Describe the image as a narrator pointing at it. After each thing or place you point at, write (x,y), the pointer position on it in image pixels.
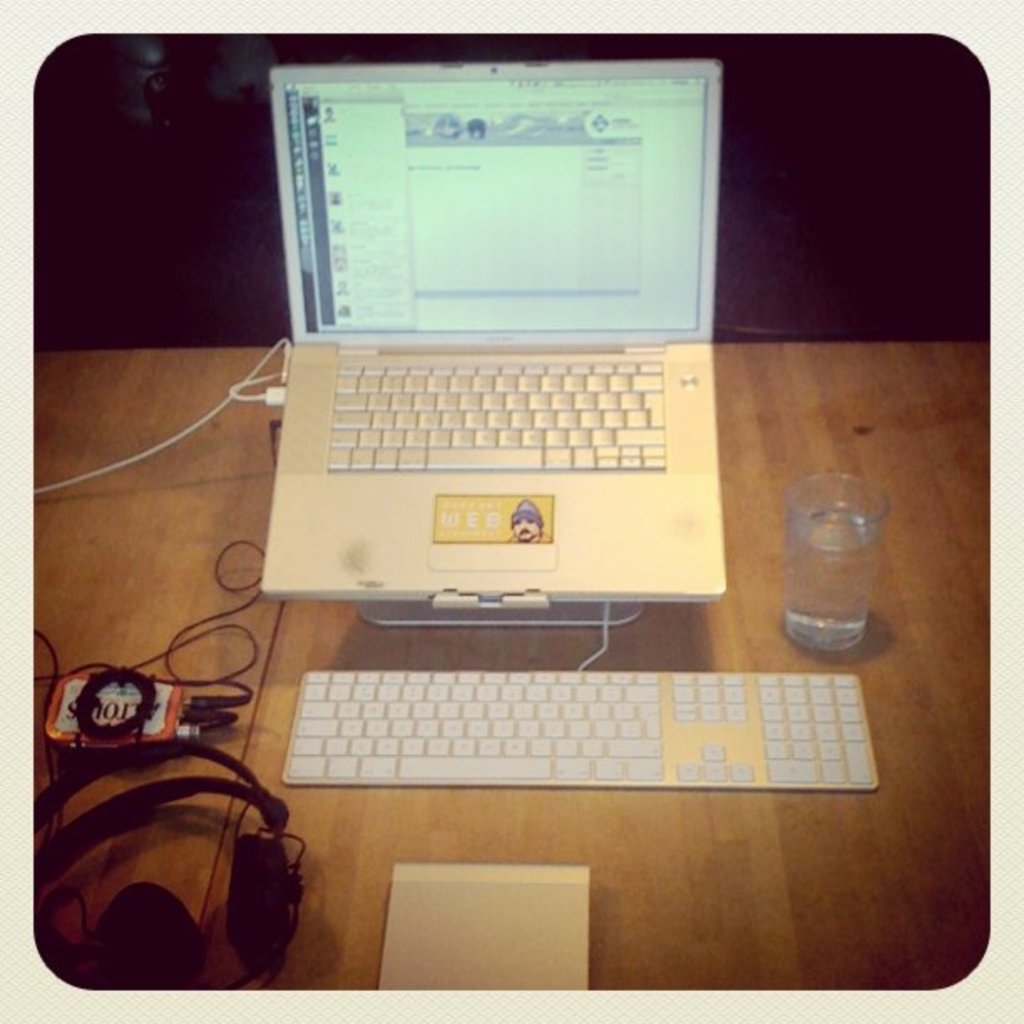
In this picture there is a laptop (313,596) with the another keyboard (520,694) and there are some wires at the left side of the image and there is a glass (783,582) of water (858,601) at the right side of the image (862,586).
